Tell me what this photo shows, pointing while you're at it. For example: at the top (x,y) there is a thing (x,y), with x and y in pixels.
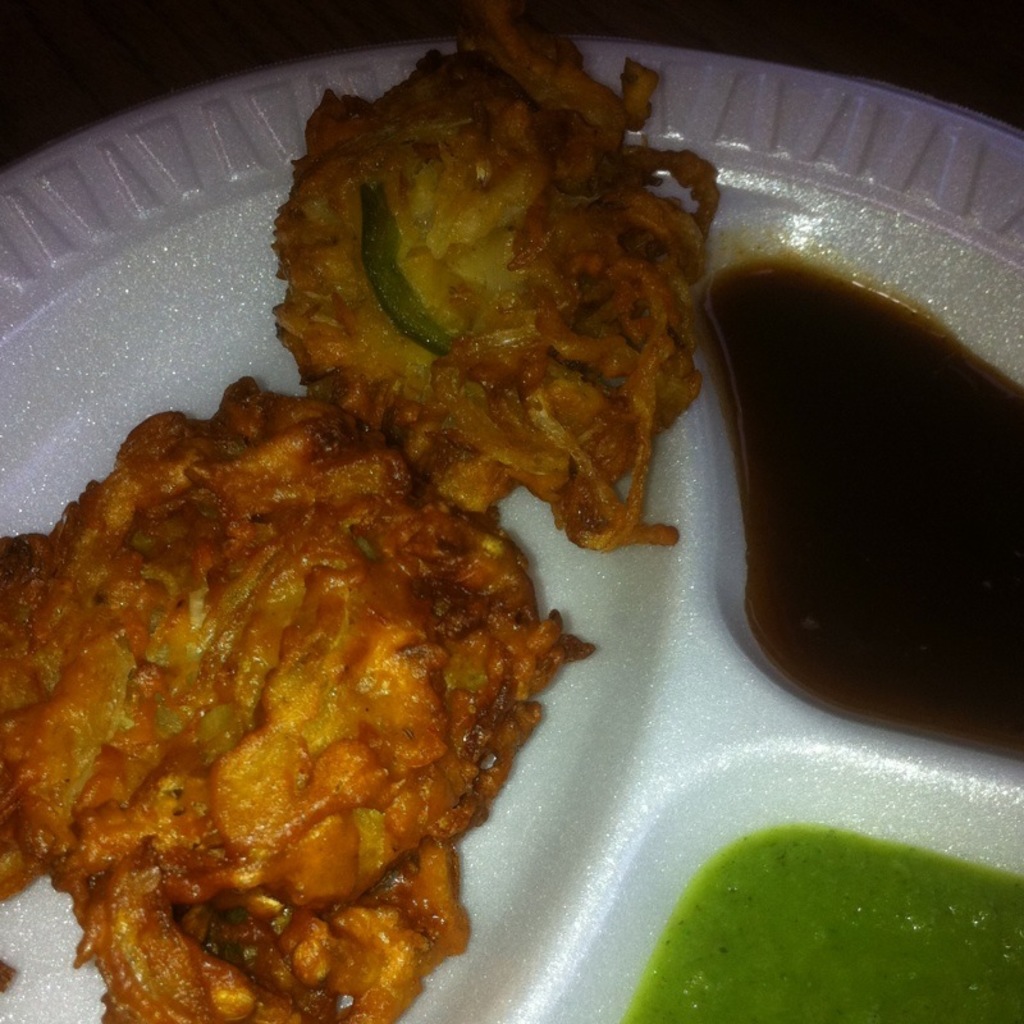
In this image we can see a plate (213,226) with snacks (409,642) and some sauce (893,858).
